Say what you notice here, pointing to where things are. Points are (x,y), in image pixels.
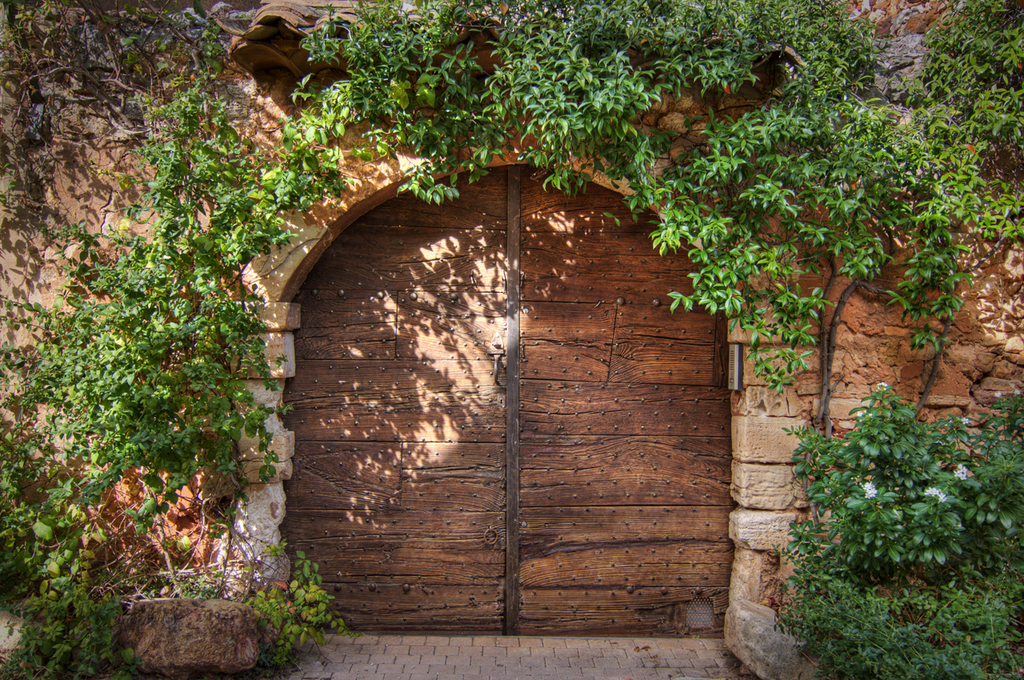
This image consists of many plants (669,230). In the front (442,470), we can see a door (618,628) made up of wood (526,584) along with the wall (2,396). At the bottom (416,658), there is a floor (430,658).
